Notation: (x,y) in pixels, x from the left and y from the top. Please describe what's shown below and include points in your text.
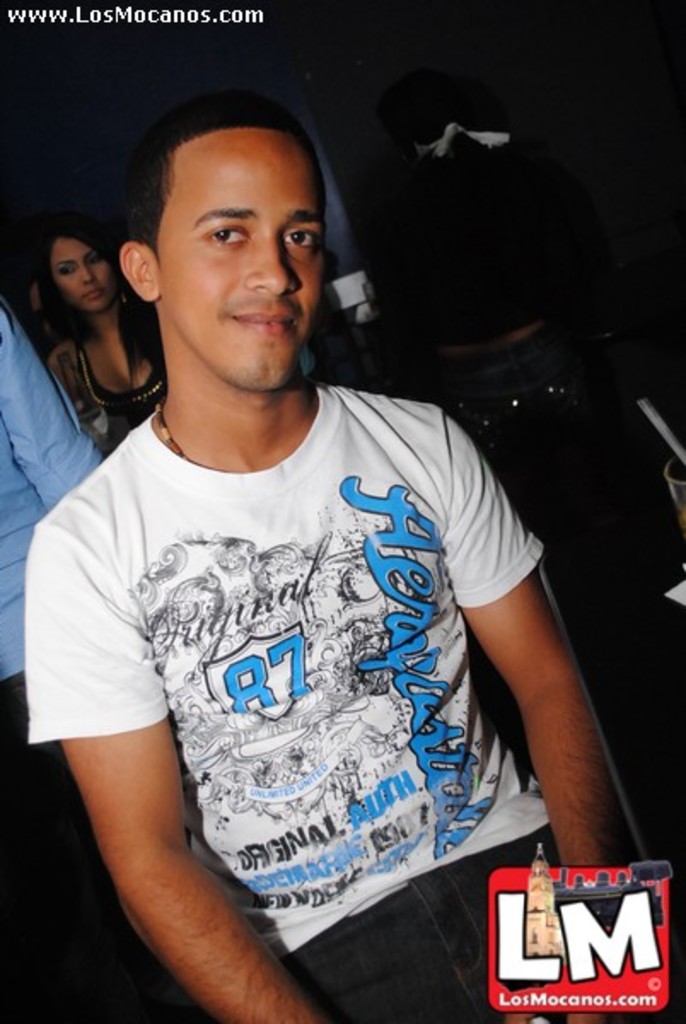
In this image in the foreground (198,425) there is one man (325,762), and in the background (540,281) there are some people (104,364) who are standing and there is a wall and some other objects (609,661).
